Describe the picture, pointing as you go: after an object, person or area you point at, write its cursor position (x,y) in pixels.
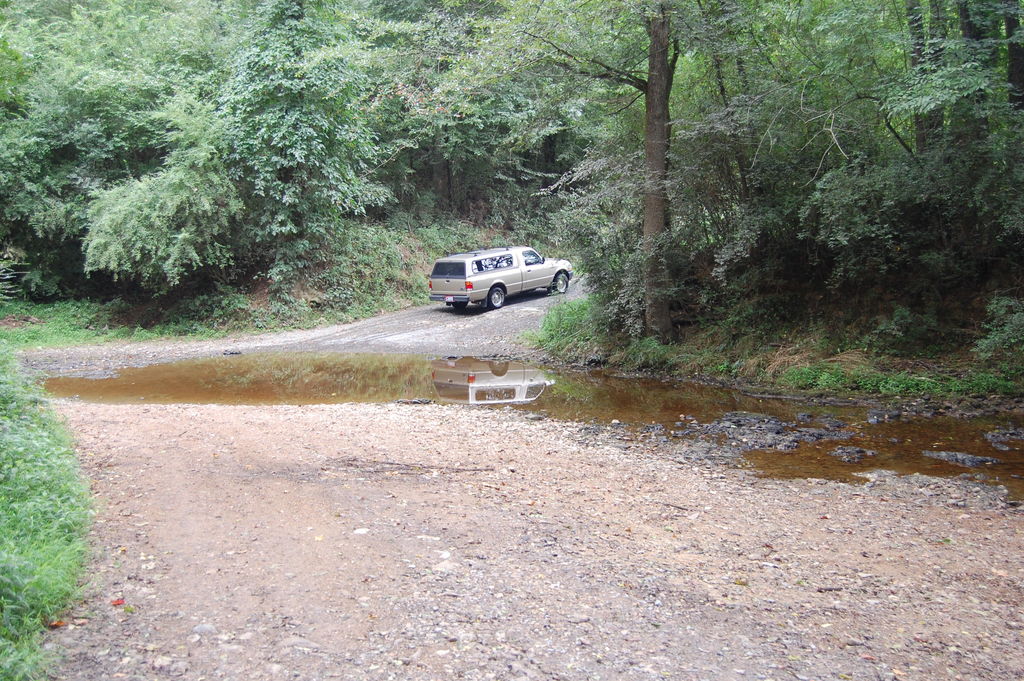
In this image we can see trees (169,4), plants (752,357), water (777,410), sand (466,435) and we can also see a vehicle (468,261) on the road (389,323).
